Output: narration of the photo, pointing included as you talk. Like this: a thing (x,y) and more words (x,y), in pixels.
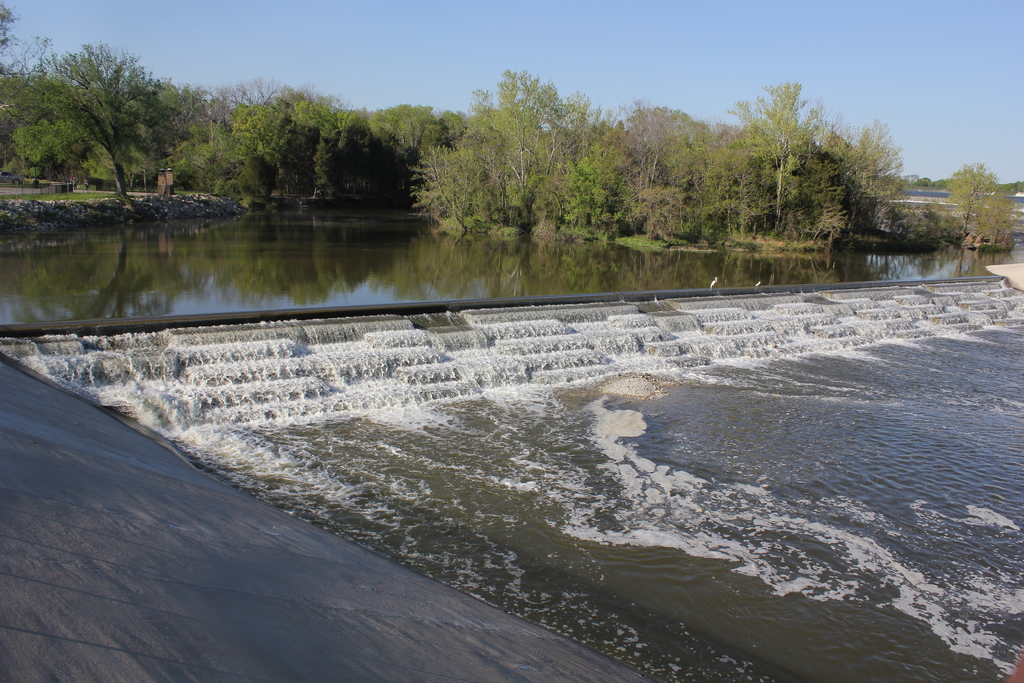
In this picture there is water (485,322) in the center of the image (498,278) and there are trees (422,117) at the top side of the image (422,117).
